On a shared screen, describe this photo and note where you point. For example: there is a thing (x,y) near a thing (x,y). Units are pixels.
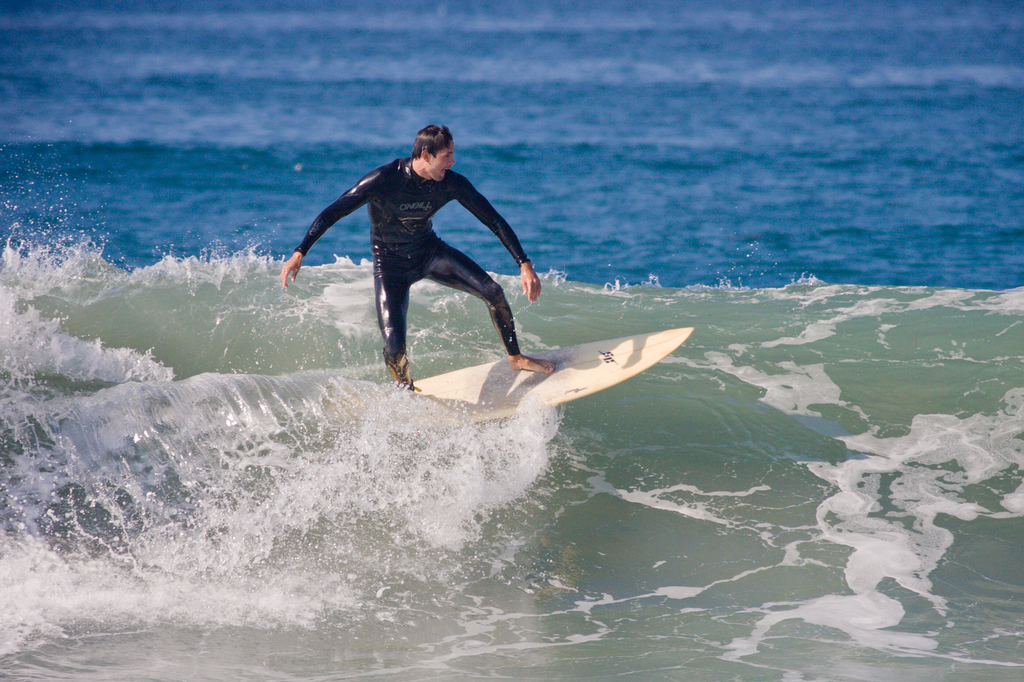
In this image there is one person (374,257) who is surfing, and at the bottom (383,634) there is an ocean (743,312).
